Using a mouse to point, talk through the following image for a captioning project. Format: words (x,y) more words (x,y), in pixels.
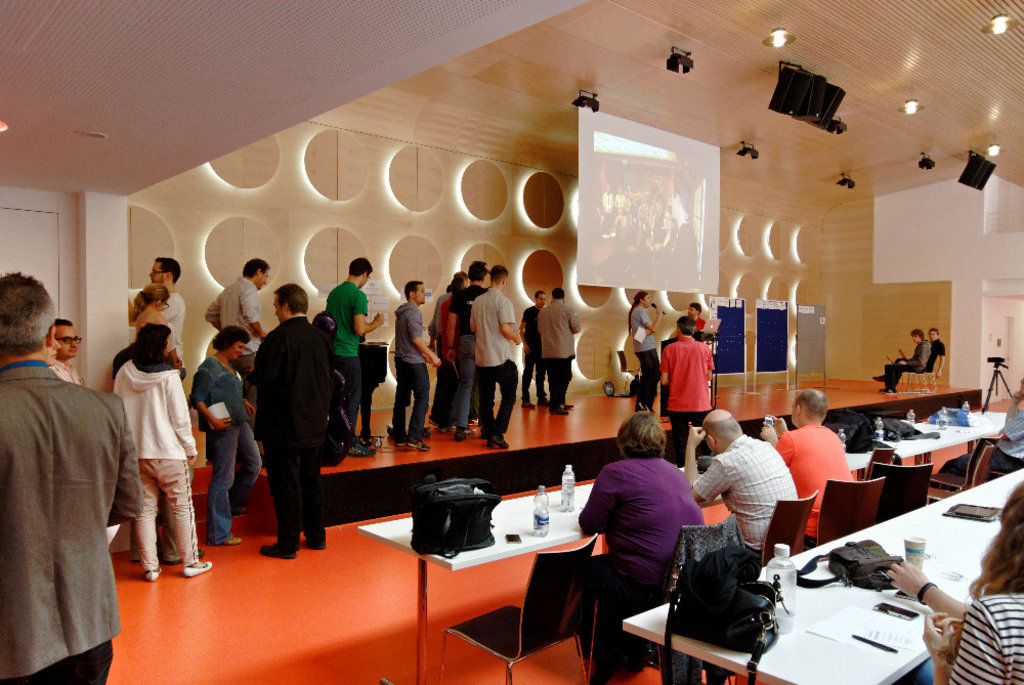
In the image there are group of people (141,401) are standing and few people (662,565) are sitting on chairs (768,554) in front of a table (838,593). On table (854,610) we can see a water bottle (793,586), hand bag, books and a glass (917,542), in middle (648,321) there is a woman (635,307) holding a microphone (658,313) and standing in front of a podium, on podium (705,330) we can see a laptop (716,326) and we can also see a screen (618,197) on top we can see projector (810,103) which is in black color and few lights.
